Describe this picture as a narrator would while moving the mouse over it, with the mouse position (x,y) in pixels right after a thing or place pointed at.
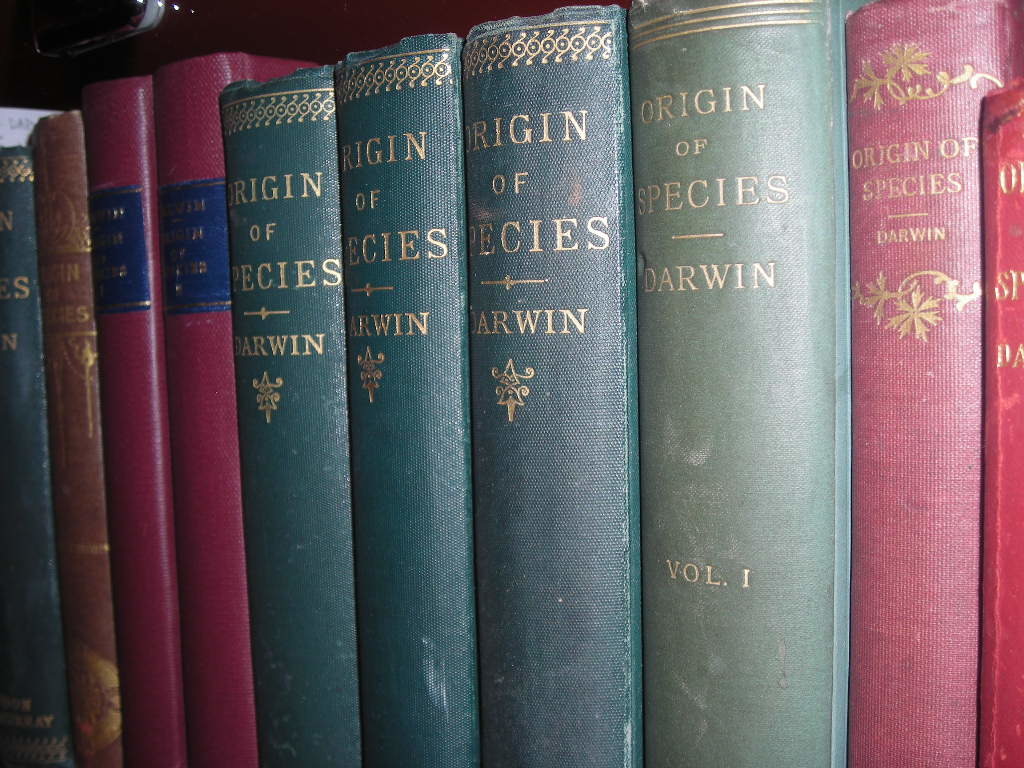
In this image we can see books (454,404).
